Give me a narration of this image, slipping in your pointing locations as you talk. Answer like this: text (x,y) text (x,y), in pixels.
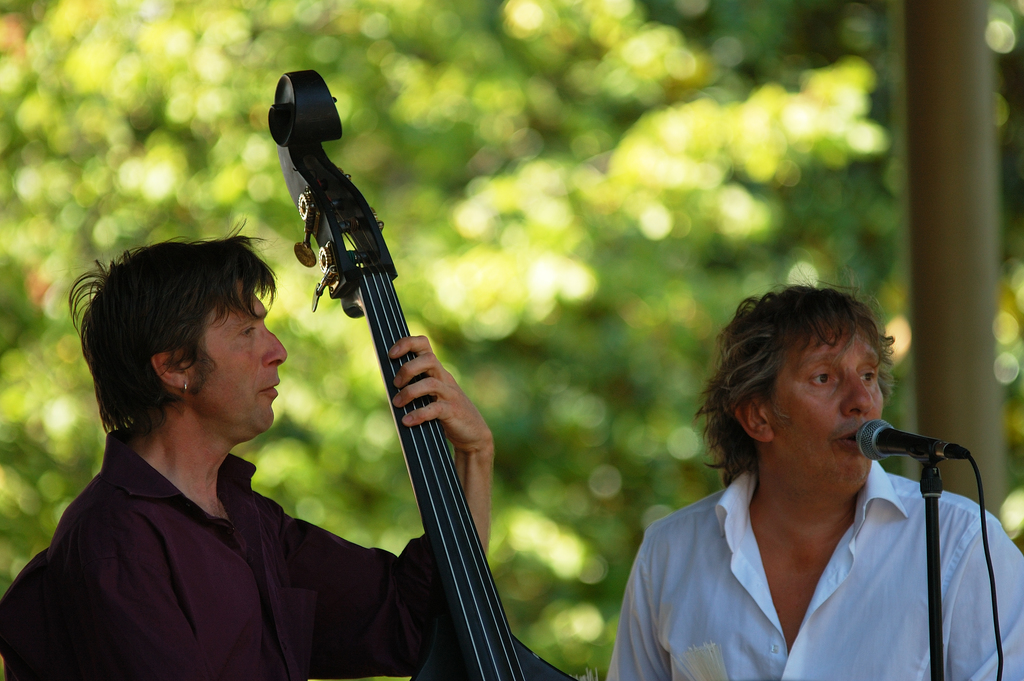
In the picture we can see two men (220,526) standing, person (851,566) wearing white color dress (848,565) standing behind microphone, there is person (231,599) playing musical instrument (323,278) and in the background (602,212) there are some trees (638,230).
